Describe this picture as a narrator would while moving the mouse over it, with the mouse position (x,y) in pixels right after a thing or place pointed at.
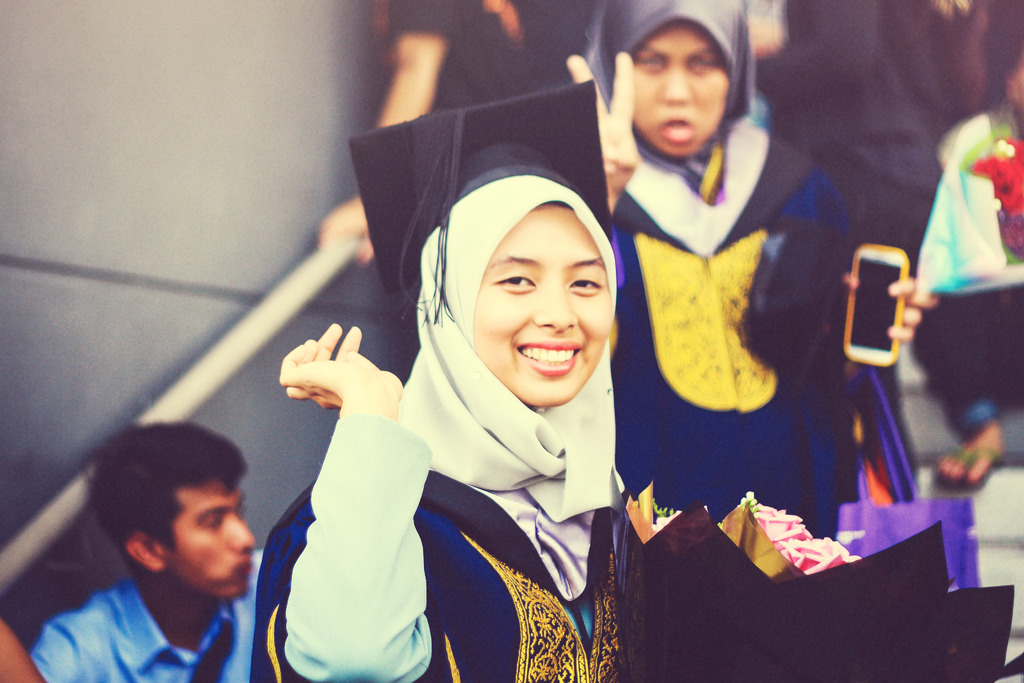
In this image, we can see persons (639,288) wearing clothes (412,613). There is a wall mounted railing handle (248,340) on the left side of the image (247,339). There is a person (647,309) in the middle of the image (627,358) holding a phone (879,327) with her hand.
